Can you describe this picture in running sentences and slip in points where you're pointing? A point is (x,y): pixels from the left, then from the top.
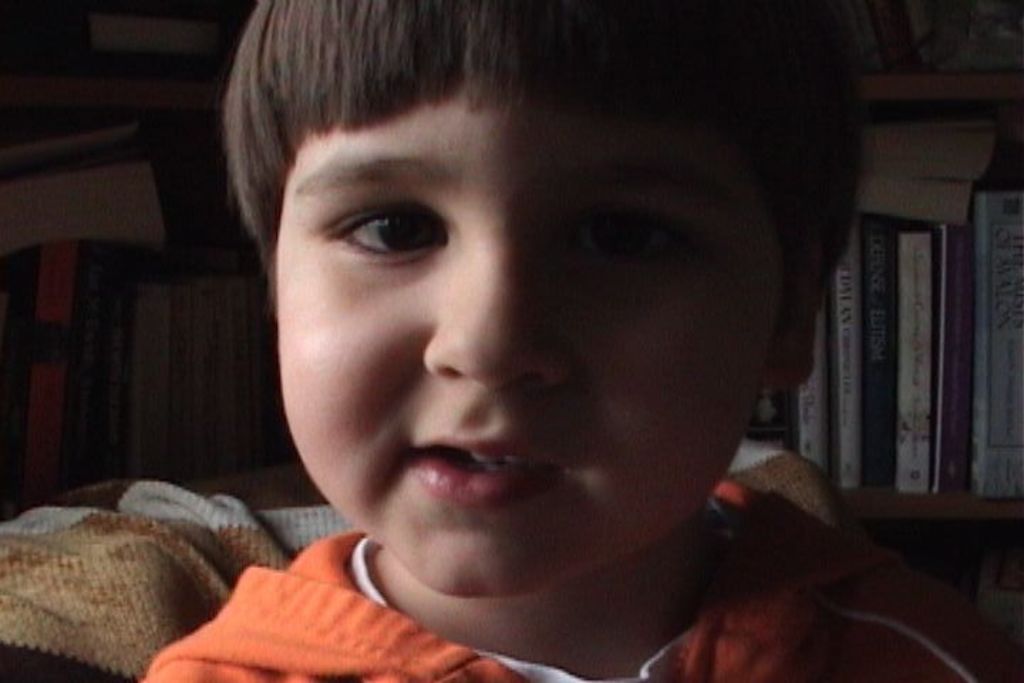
In this image I can see a kid (476,483). In the background (867,333), I can see the books (141,386).
